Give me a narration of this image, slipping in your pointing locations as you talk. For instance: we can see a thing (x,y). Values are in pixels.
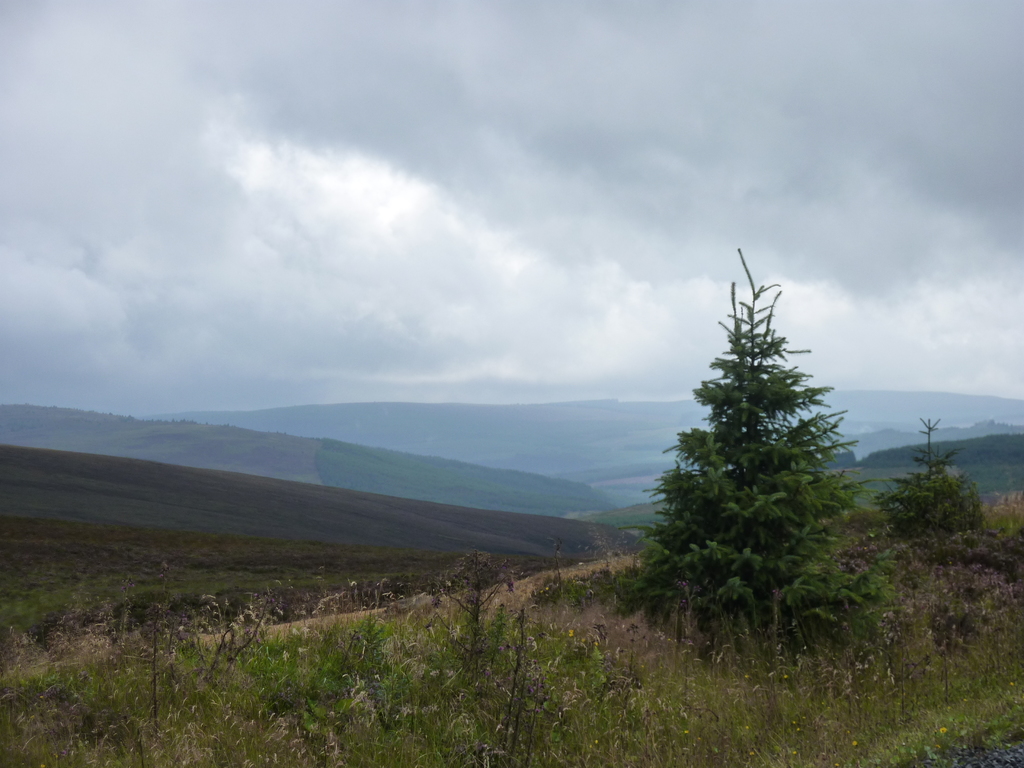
In the image there is a tree (799,606) in the front (757,607) on the grassland (665,718) and behind there are hills (463,434) and above its sky (418,154) with clouds (550,156).
